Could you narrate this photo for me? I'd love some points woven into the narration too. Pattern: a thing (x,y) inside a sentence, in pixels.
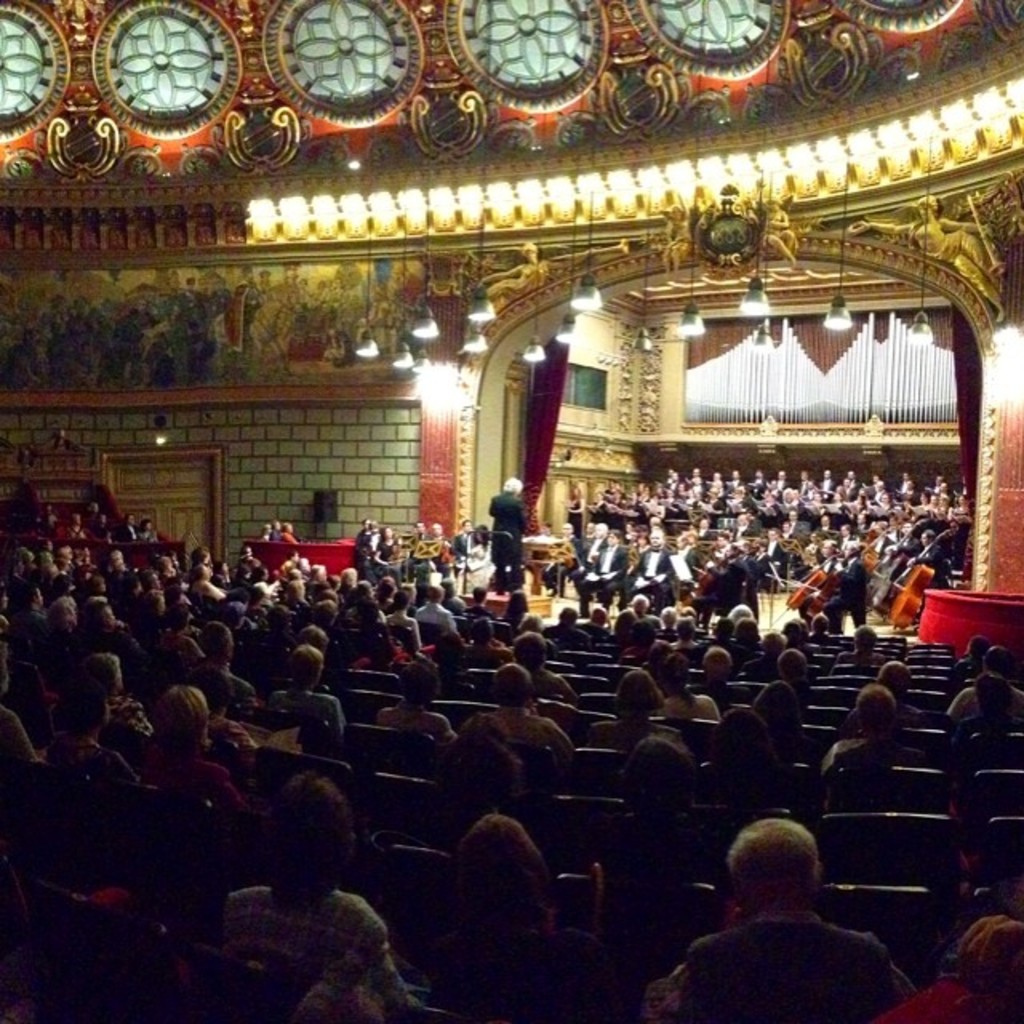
In this image we can see some people (155,617) sitting in a room (436,521), some of them are playing musical instruments (918,582) and there are some lights (709,180) attached to the roof (674,59).
